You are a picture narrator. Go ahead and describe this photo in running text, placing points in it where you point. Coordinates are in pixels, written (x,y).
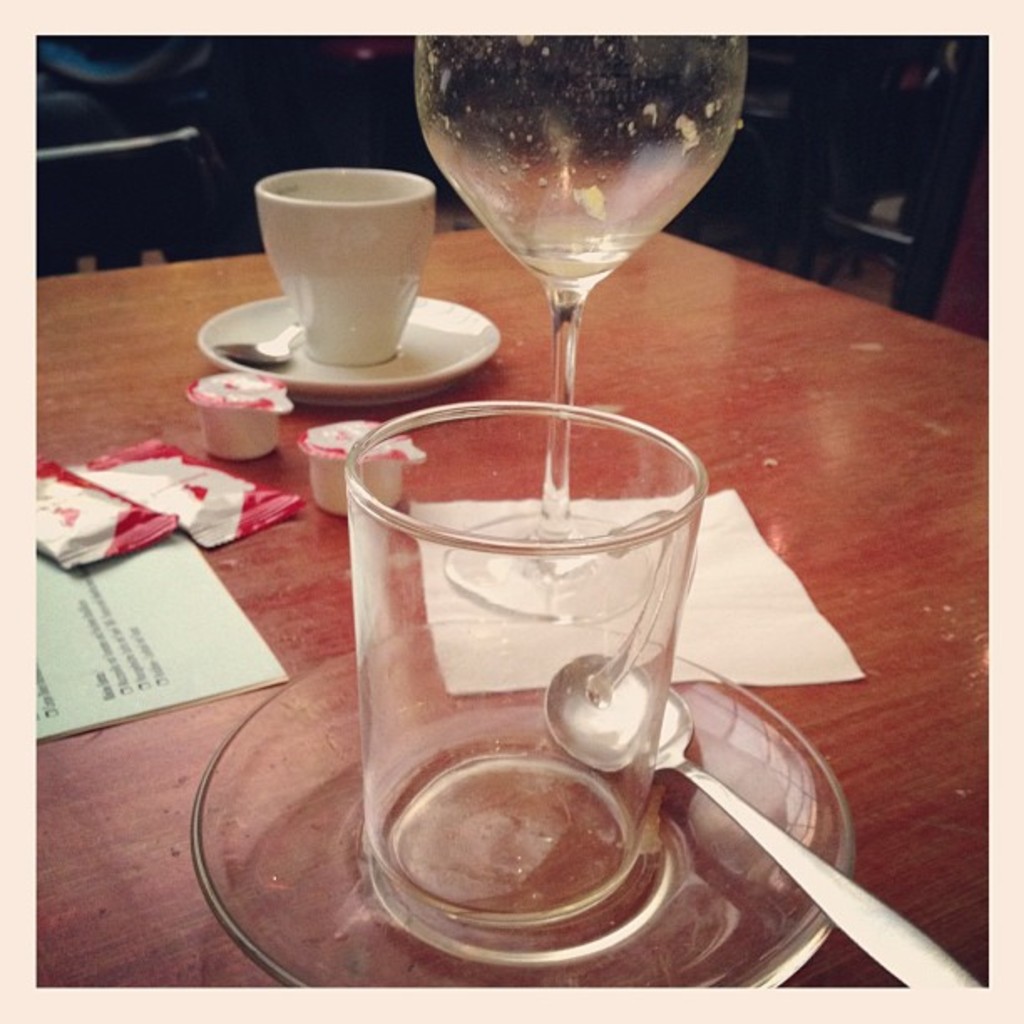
In this image we can see a table (744,372). On the table (780,421) there are cutlery (751,809), crockery (501,638), papers (127,594) and some creamer cups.
